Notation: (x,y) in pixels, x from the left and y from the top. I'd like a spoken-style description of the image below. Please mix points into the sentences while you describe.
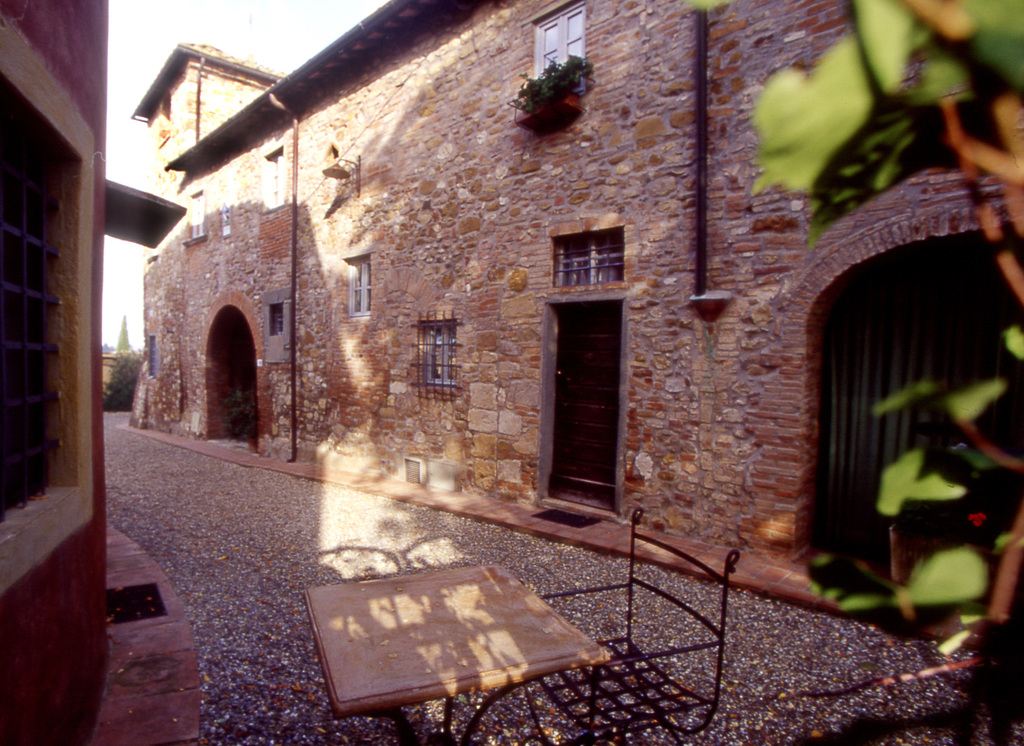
At the bottom (420,631), it is a table (531,605) and a chair (696,615) and these are the stone walls (405,368).
